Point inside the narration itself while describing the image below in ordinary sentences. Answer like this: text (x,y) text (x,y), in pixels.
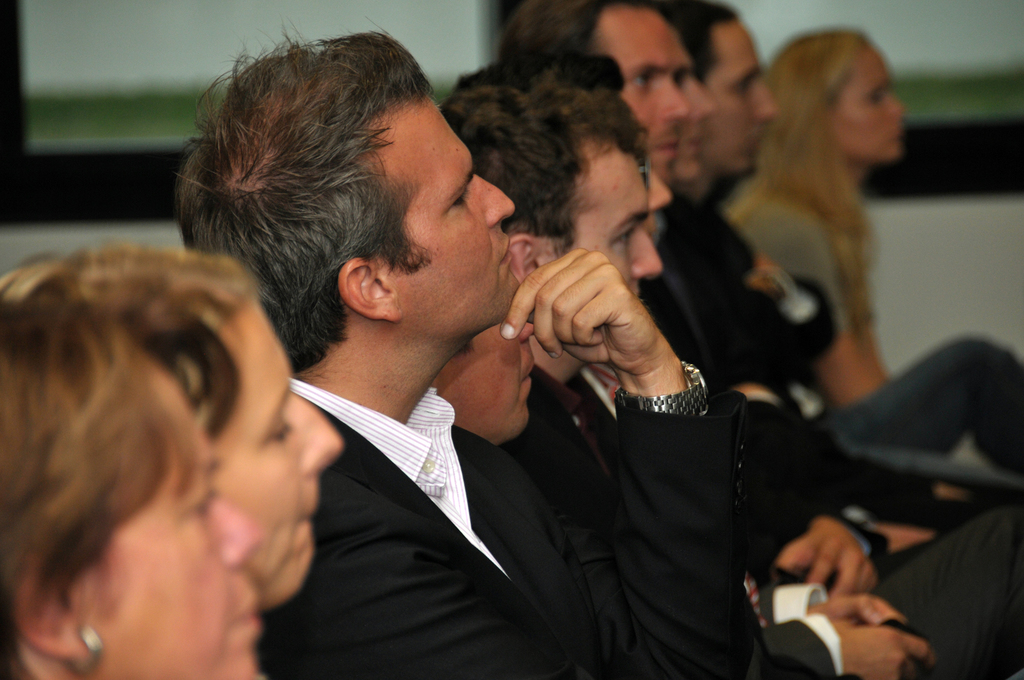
This is the picture of a place (20,240) where we have some people (516,360) sitting, among them a person (598,537) is in black suit (636,465) and silver watch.
